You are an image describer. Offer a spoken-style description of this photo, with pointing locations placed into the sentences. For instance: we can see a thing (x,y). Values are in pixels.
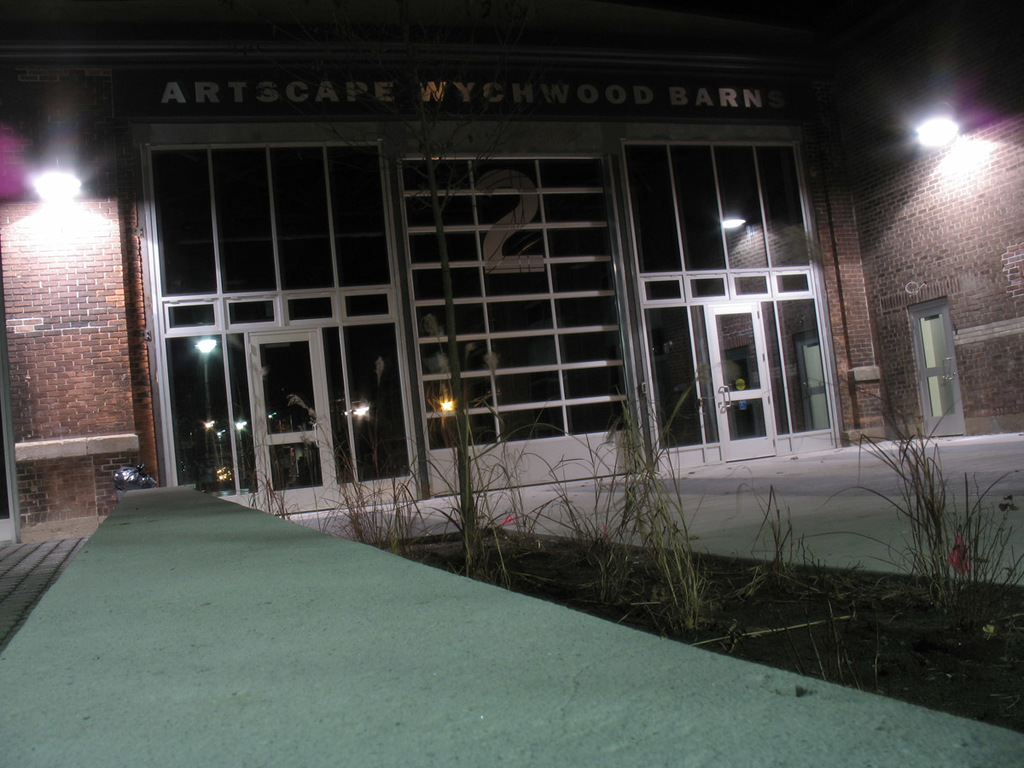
On the left side (262,669), there is a gray color surface (183,552). On the right side (826,566), there are plants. In the background (326,412), there is a building (160,120) having windows (377,234), doors (634,360), a hoarding (550,94) and lights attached to the wall (813,135). And the background (76,95) is dark in color.
